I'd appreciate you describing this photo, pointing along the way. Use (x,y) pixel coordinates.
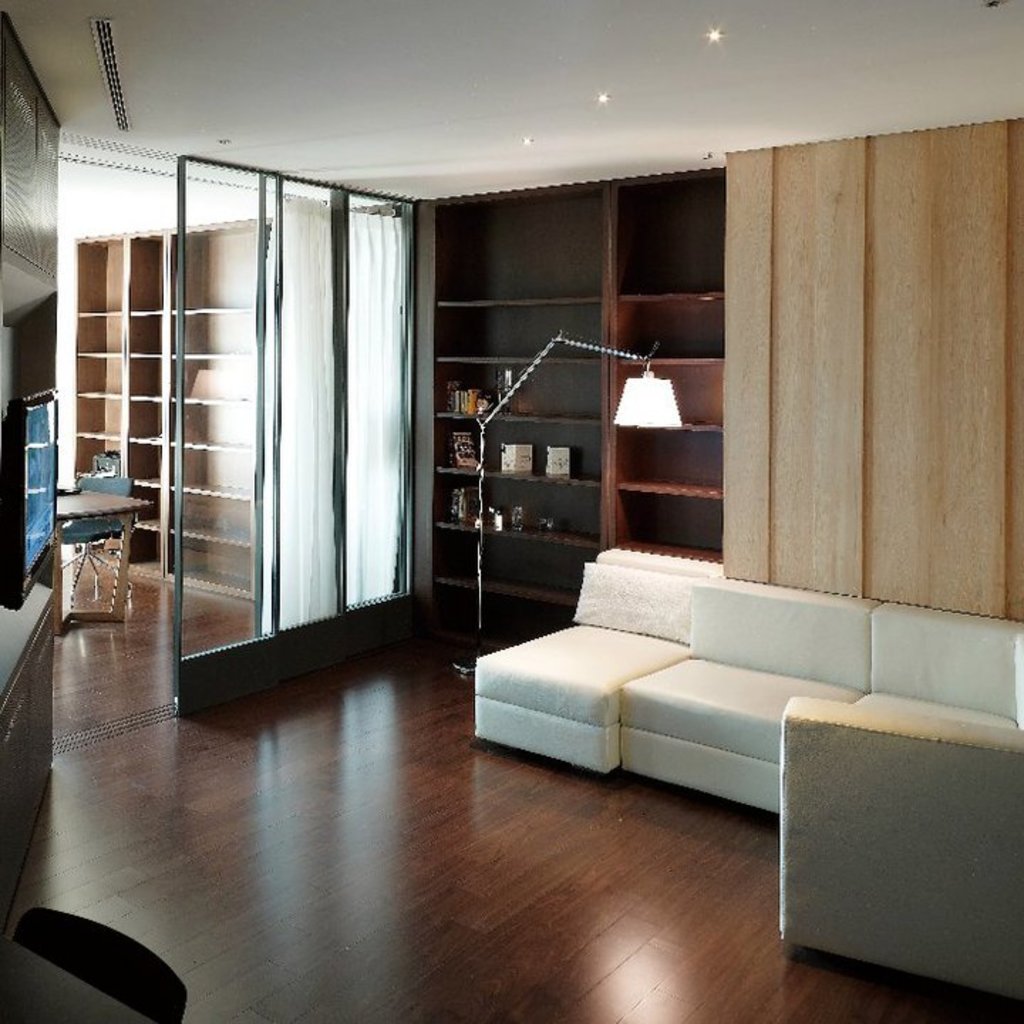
In this picture we can see a room (664,513) with sofa (616,691), light (644,400), racks (567,441), curtains (303,386), table (58,575), chair (86,552), wooden floor (346,774).
